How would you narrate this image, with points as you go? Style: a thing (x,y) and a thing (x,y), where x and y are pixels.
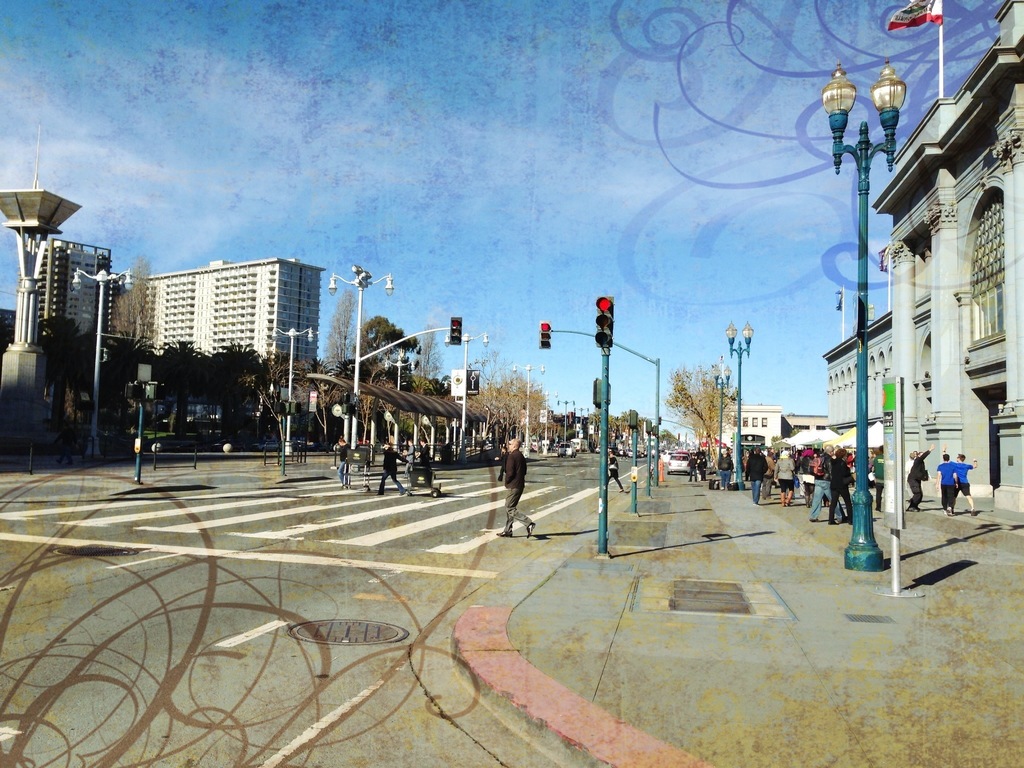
In the image we can see there are people (516,500) standing on the footpath (759,515) and road (474,473). There are street light poles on the footpath (644,491) and there are lot of trees (250,402). Behind there are buildings (927,126).
